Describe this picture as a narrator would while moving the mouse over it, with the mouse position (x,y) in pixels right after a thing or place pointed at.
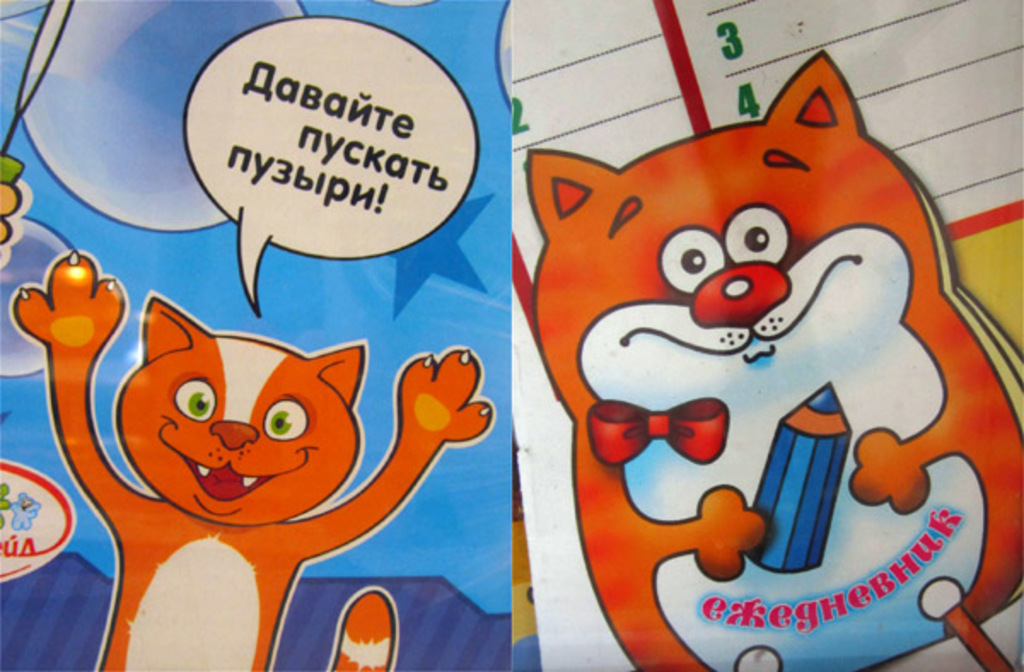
In this picture we can see animated images (395,481) and some text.
